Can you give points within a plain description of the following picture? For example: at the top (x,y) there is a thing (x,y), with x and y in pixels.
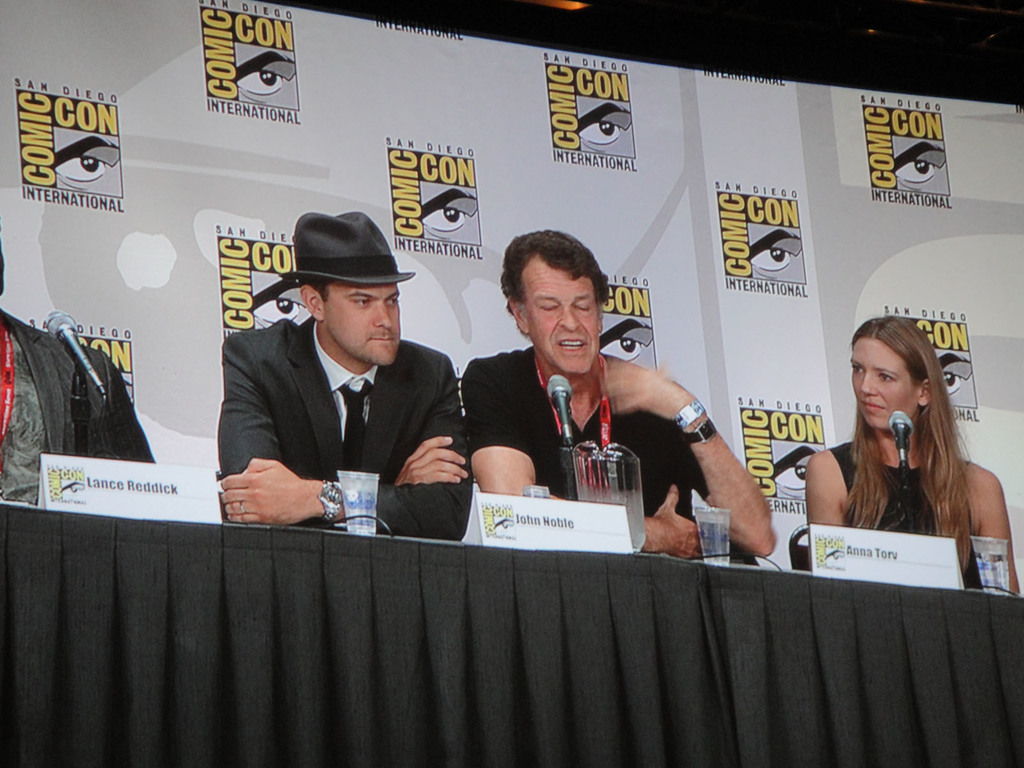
In this picture we can see few people (686,457) are sitting, in front (293,582) we can see the table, on which we can see some glasses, jug (628,504) and mike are arranged, behind we can see a banner (745,211).
